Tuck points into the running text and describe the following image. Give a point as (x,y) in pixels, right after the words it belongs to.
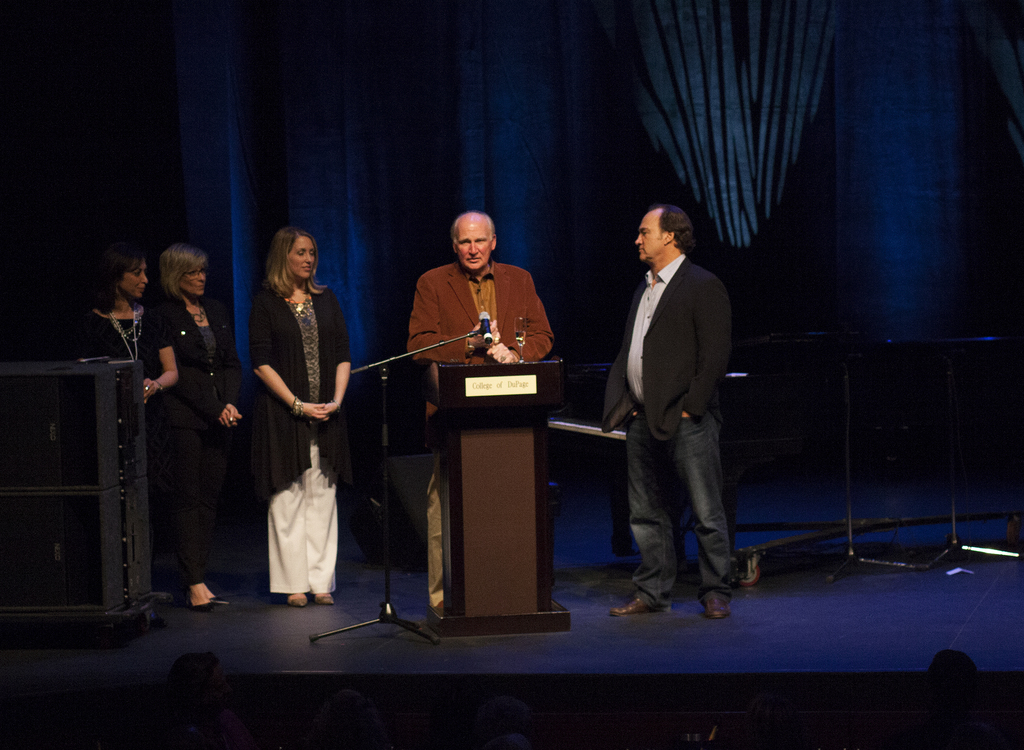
In this picture there is a man (505,332) who is standing in the center of the image (468,304), in front of whom there is a mic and there are other people (152,327) on the right (707,498) and left side of the image (316,559), there is a podium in the image and there is a curtain (703,222) in the background area of the image (424,174).
